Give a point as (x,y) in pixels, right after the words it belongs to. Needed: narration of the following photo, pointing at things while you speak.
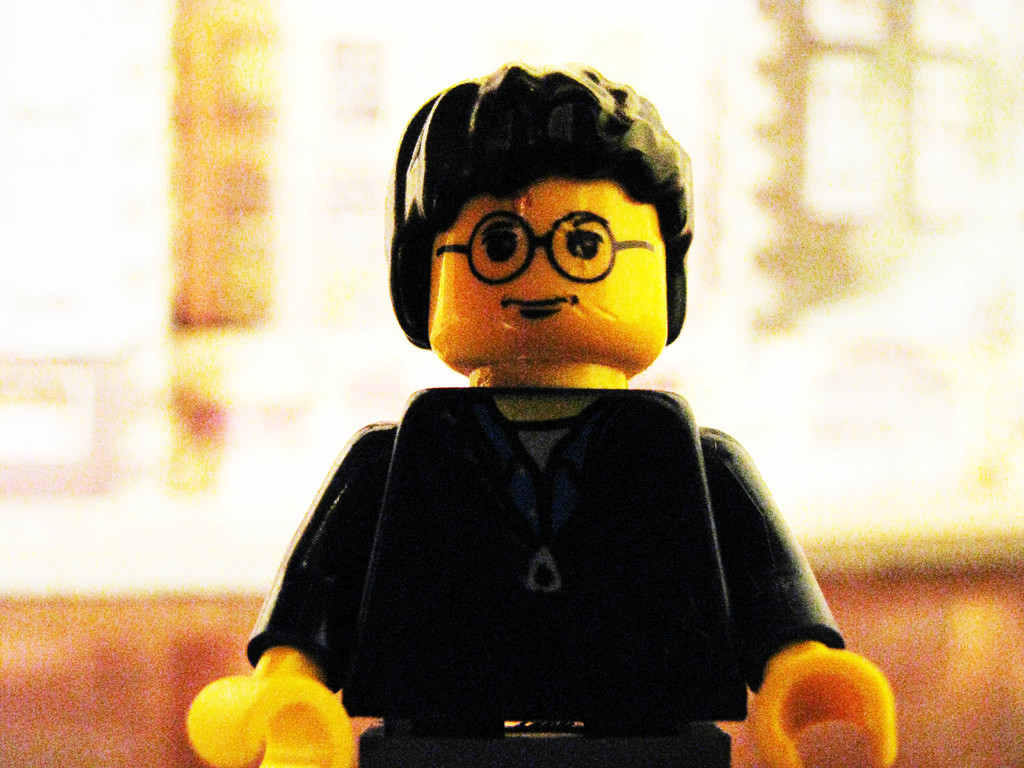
In this image there is a toy (591,448) in the middle (447,481). In the background (164,282) it is blur.
